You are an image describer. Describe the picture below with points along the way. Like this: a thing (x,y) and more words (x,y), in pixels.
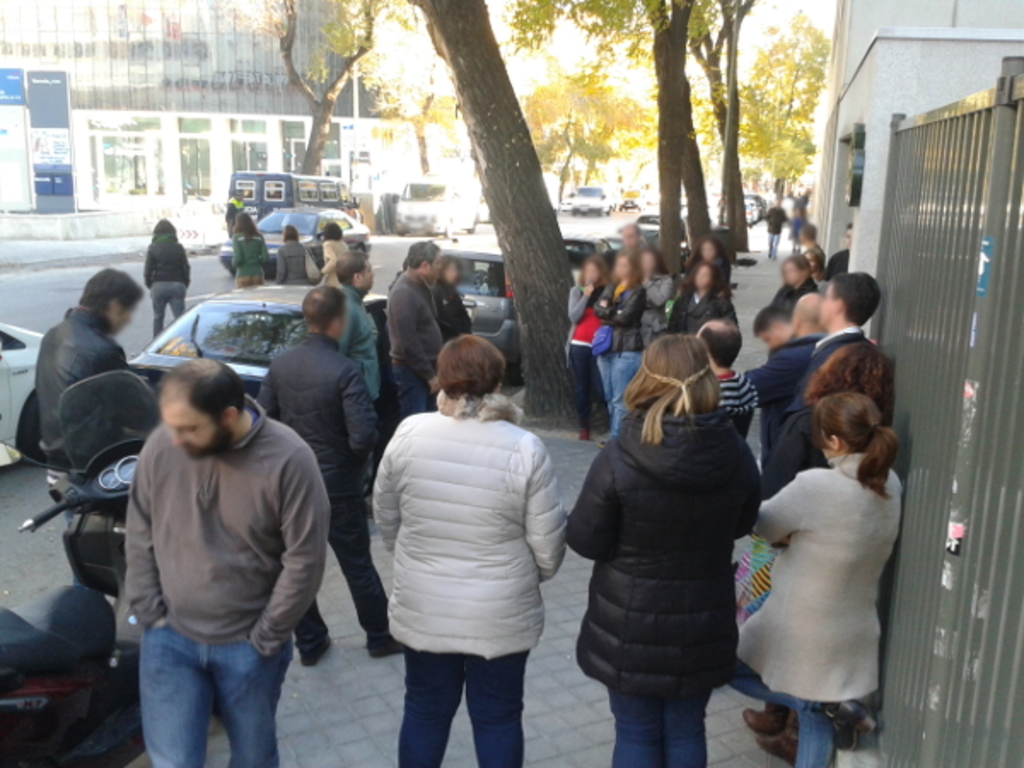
This picture shows few buildings (215,153) and we see few people (586,438) are standing on the sidewalk (583,584) and few are walking and few cars (176,335) parked and a motorcycle (86,538) and we see couple of cars (308,233) moving on the road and we see trees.
